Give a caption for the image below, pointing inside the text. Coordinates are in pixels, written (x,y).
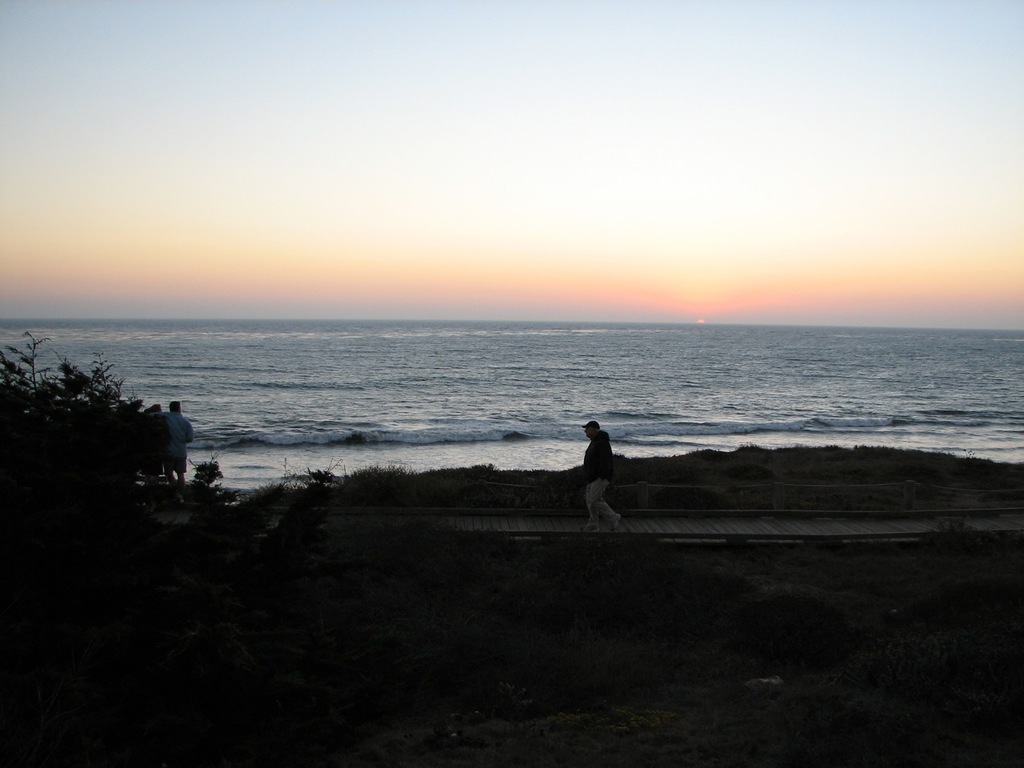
In this image in the center (514,502) there are plants (353,528) and there are persons (591,504) standing and walking. In the background (463,364) there is water (536,358).
